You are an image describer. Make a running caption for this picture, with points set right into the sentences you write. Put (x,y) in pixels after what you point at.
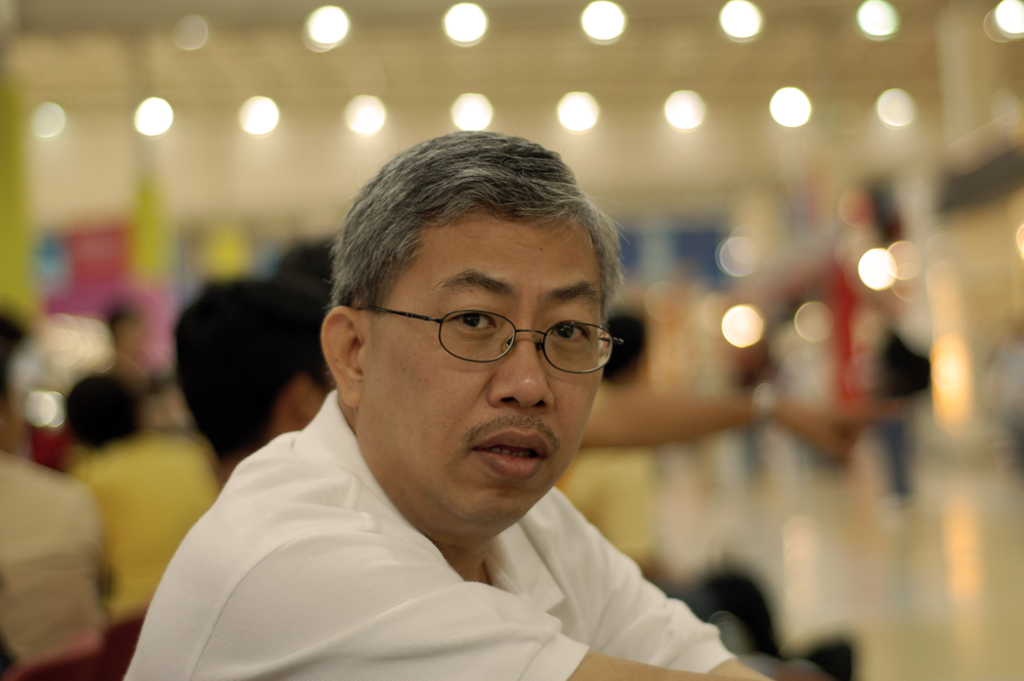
In this picture we can see a man (366,515) in the white t shirt (364,561). Behind the man (469,447) there are some blurred objects (216,218), people (858,337) and lights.
